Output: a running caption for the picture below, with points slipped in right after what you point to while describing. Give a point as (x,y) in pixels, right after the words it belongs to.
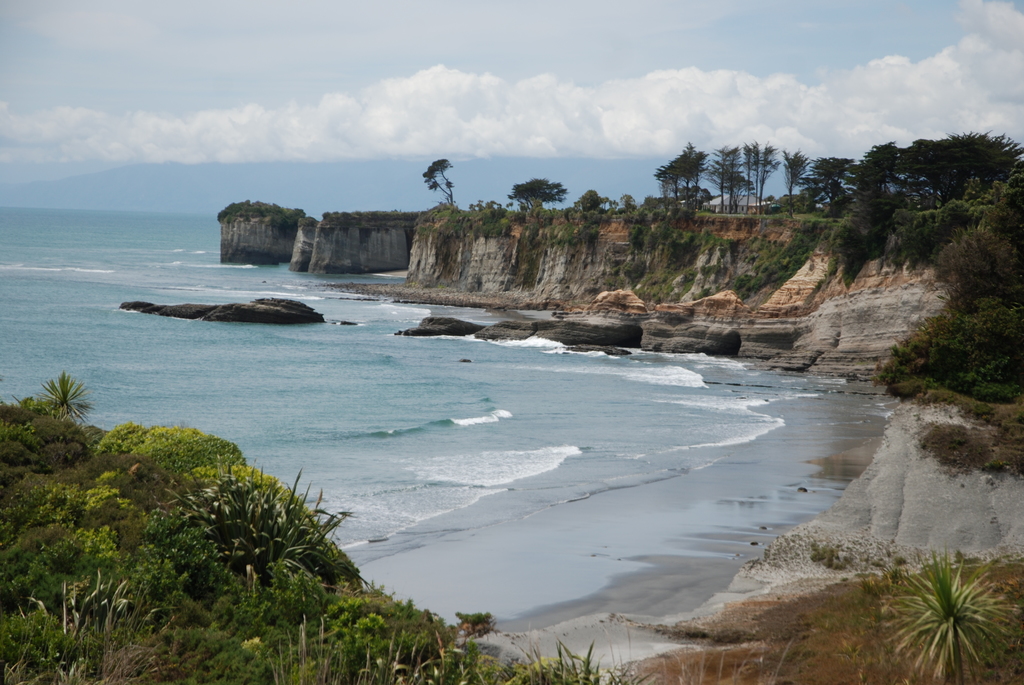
In this picture we can see water (352,368), rocks (668,316) and trees (728,182), in the background (711,203) we can find a house (743,208) and clouds (663,135).
